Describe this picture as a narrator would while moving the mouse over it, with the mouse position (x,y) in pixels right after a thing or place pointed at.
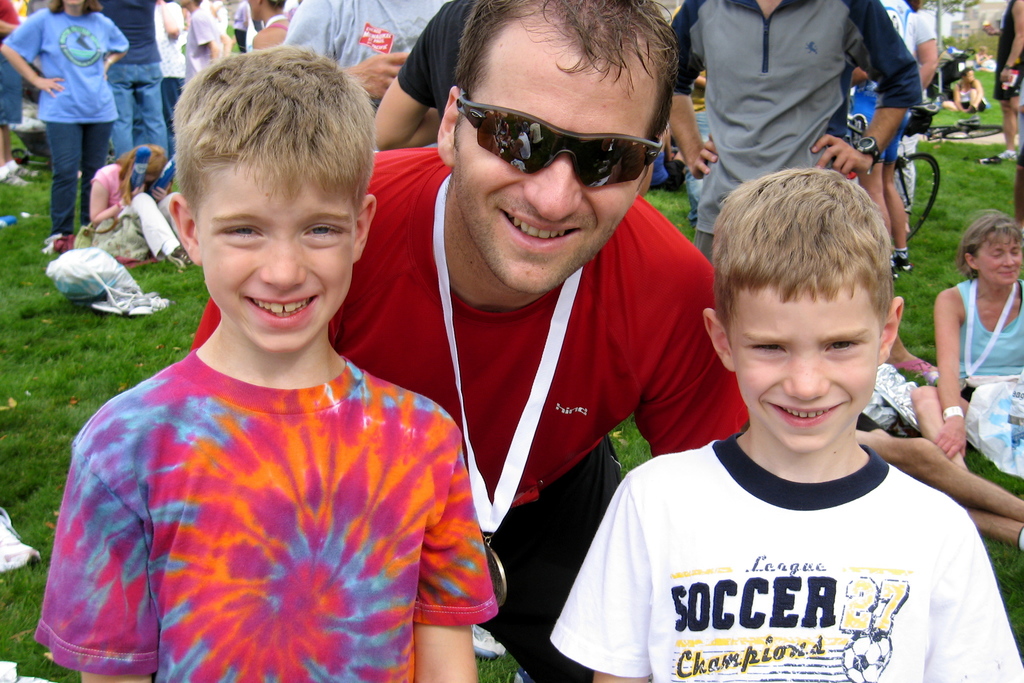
In this picture we can see a group of people (479,323) standing on the grass (923,193) and some people (963,409) are sitting on the grass (921,172) and behind the people (789,239) there are other things (942,58).
